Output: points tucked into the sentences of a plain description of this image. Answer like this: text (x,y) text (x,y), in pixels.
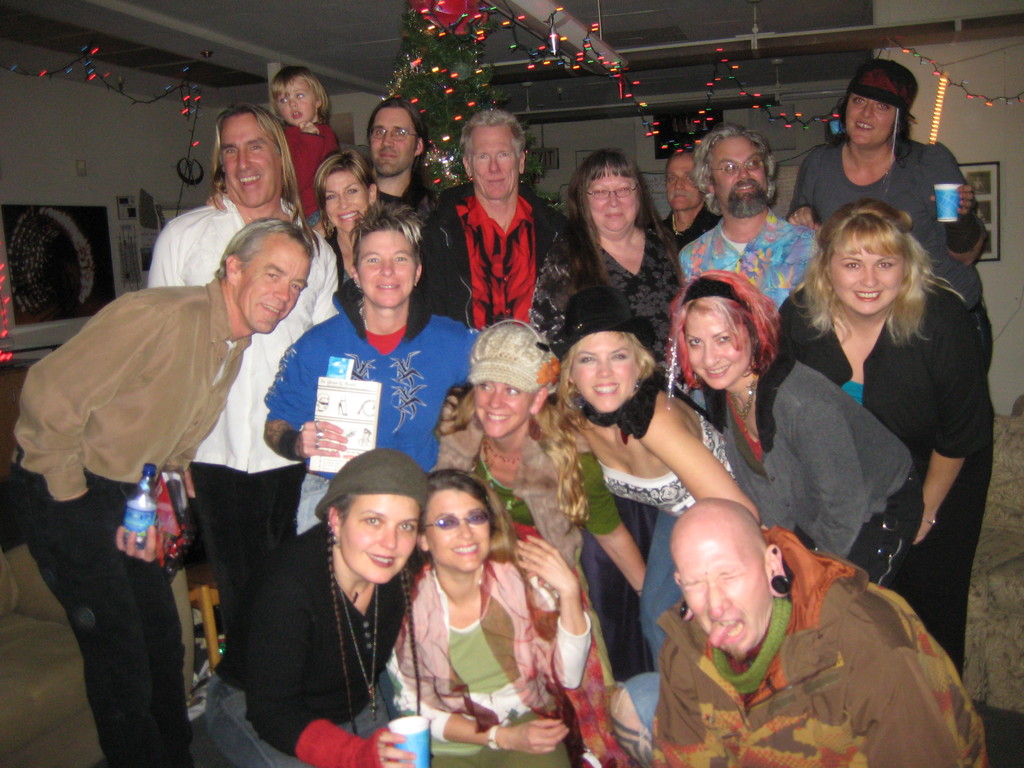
This picture is clicked inside. In the foreground (626,406) we can see the group of people (575,492) seems to be squatting. In the background (451,223) we can see the group of people (734,176) standing on the ground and smiling. At the top (674,44) there is a roof (571,56) and some decoration lights (438,70). In the background (998,56) we can see the picture frame (987,187) hanging on the wall (1002,94) and some other objects (51,298).
